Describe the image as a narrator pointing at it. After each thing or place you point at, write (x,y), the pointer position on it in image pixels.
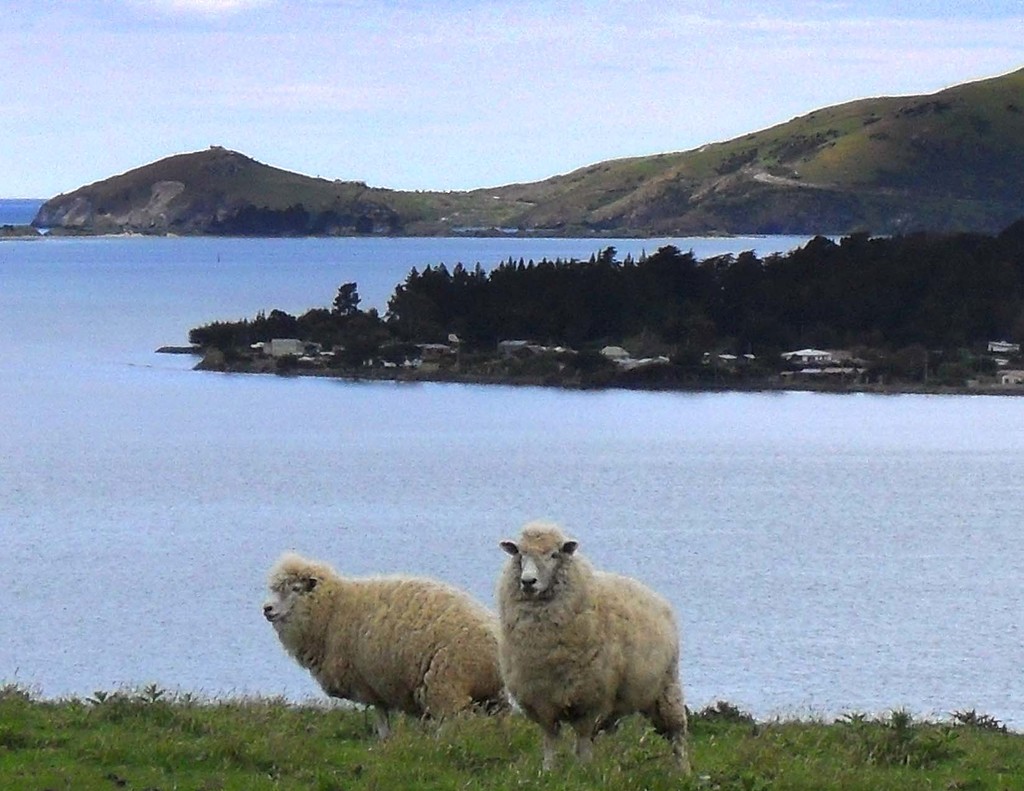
In this image I can see the ground (771,750), some grass (816,760) on the ground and two sheep (588,666) which are cream and white in color. In the background (354,505) I can see the water (354,492), few trees (491,331), few buildings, few mountains (608,205) and the sky (374,79).
